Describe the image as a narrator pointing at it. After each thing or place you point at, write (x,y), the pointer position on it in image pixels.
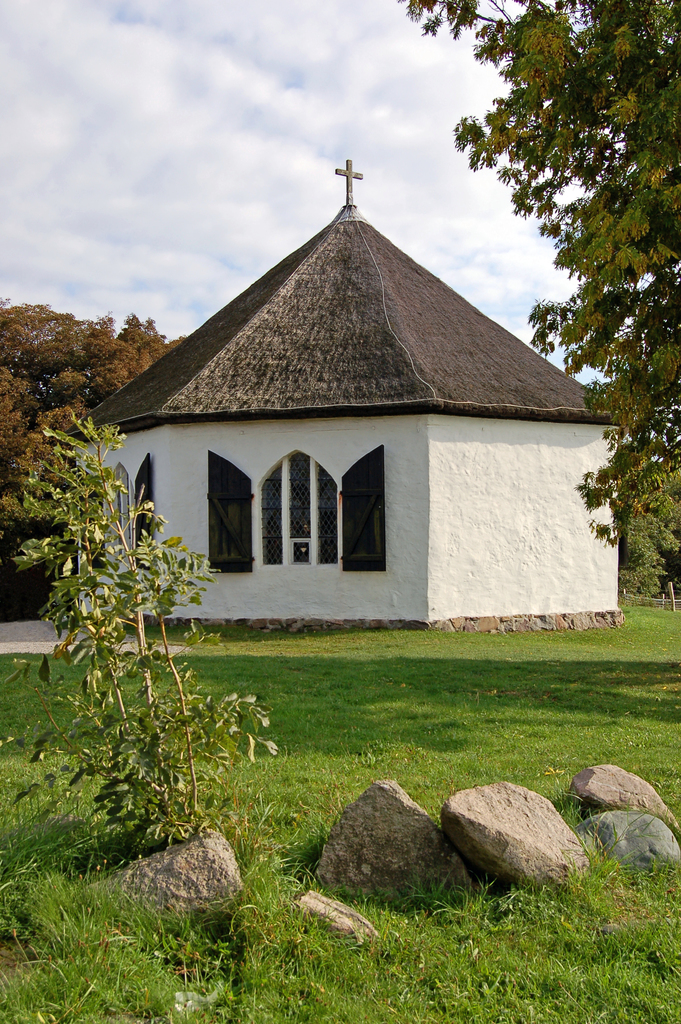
In this image I see a building (312,373) over here and I see the green grass (378,689) and I see few stones (444,836) over here and I see few plants (148,757). In the background (573,218) I see the trees (636,111) and the sky (303,79).
